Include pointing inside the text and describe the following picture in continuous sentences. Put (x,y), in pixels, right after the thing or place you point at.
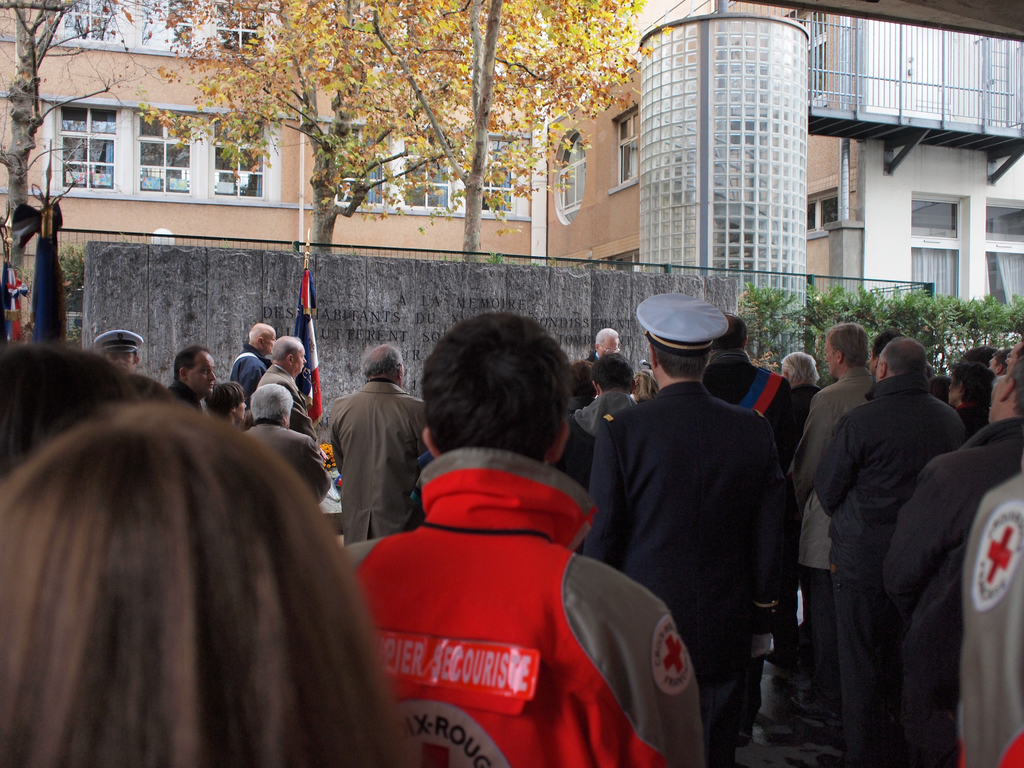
In the image there are many people (622,473) standing. In front of them there are stone wall (473,296) with something written on it. In front of that there is a flag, behind it fencing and also there are trees (825,312). In the background (400,208) there are trees (347,110) and buildings (135,120) with walls (183,107), windows (150,140) and glasses (953,224).
